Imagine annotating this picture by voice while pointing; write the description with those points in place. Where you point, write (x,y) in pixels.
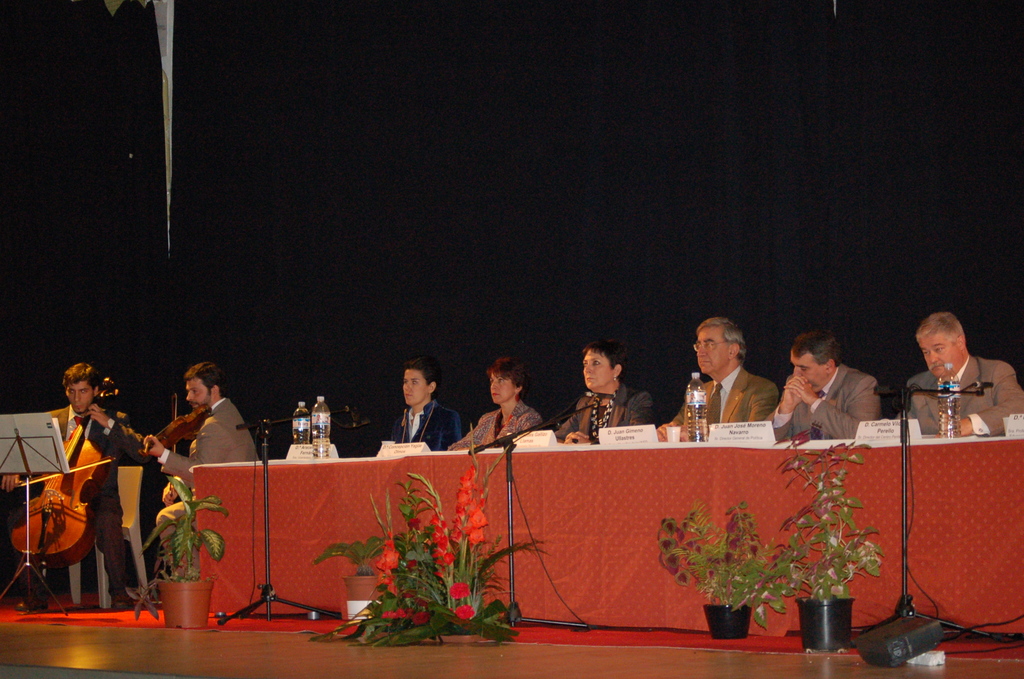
This picture shows a group of people (1001,373) seated on the chairs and we see a microphones (891,389) in front of them and we see few water bottles (693,399) on the table (974,437) and we see two people (168,507) seated and playing violin (185,429) and cello (73,525).
